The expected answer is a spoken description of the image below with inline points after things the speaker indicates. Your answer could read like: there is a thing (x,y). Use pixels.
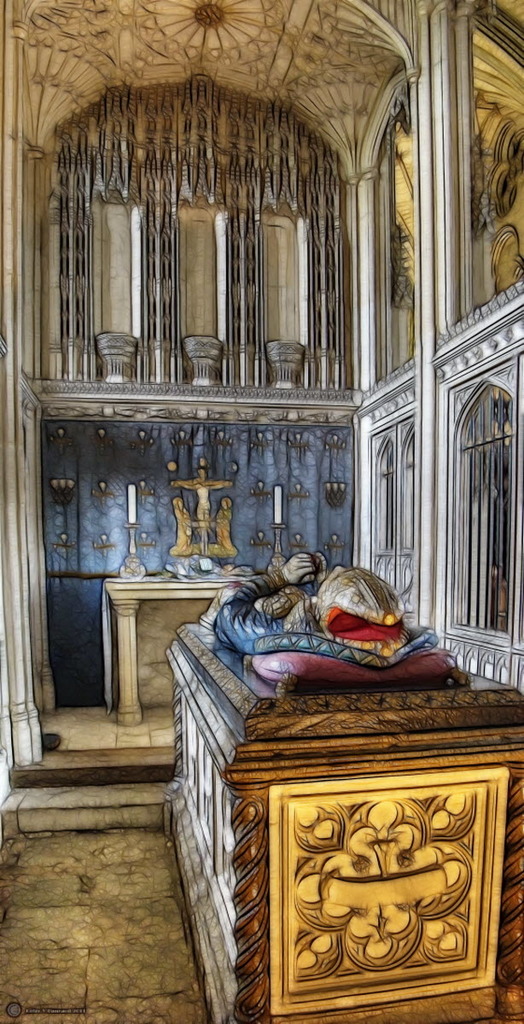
As we can see in the image there is sketch (296,566) of a person (343,624) sleeping on bed (252,708), candles (129,507), statue (213,487), table (131,577) and wall (374,298).
